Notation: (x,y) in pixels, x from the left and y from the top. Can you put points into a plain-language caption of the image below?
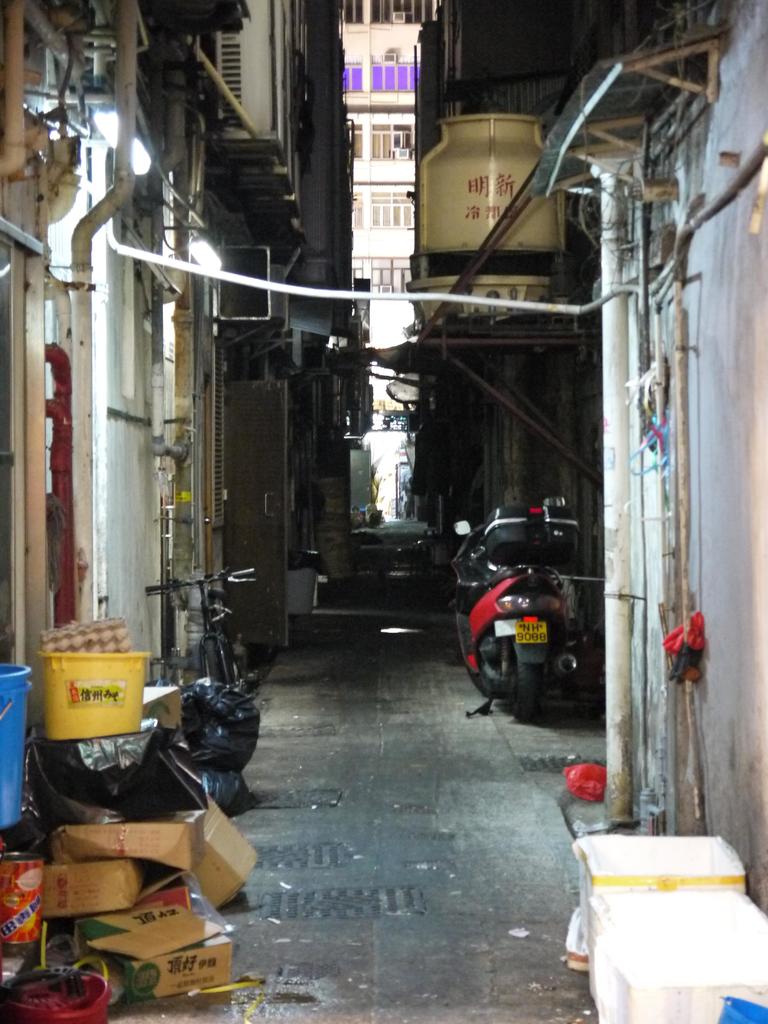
In this picture we can see a motorcycle (526,601), bicycle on the ground (415,767), here we can see carton boxes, basket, bucket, polythene covers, door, lights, buildings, pipes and some objects (19,892).
